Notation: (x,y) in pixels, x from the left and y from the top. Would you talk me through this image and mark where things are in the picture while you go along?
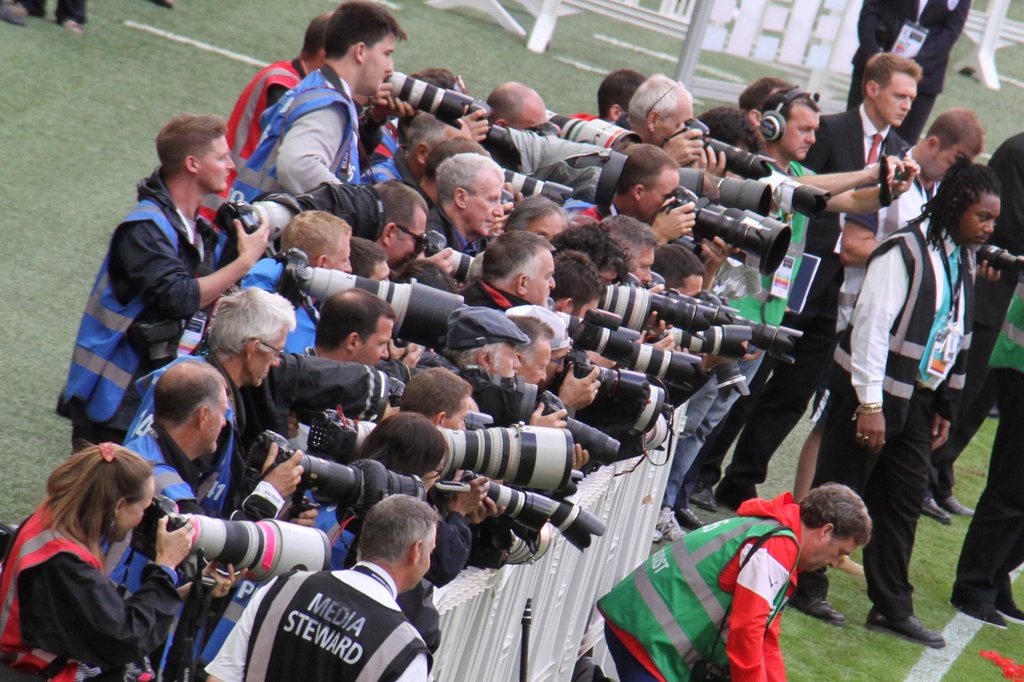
In the foreground (412,192) I can see a group of people (411,221) are holding cameras (279,441) in their hand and few are standing on the grass (794,628). In the background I can see a pole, chairs (548,19) and a fence (743,19). This image is taken may be on the ground (620,49).
